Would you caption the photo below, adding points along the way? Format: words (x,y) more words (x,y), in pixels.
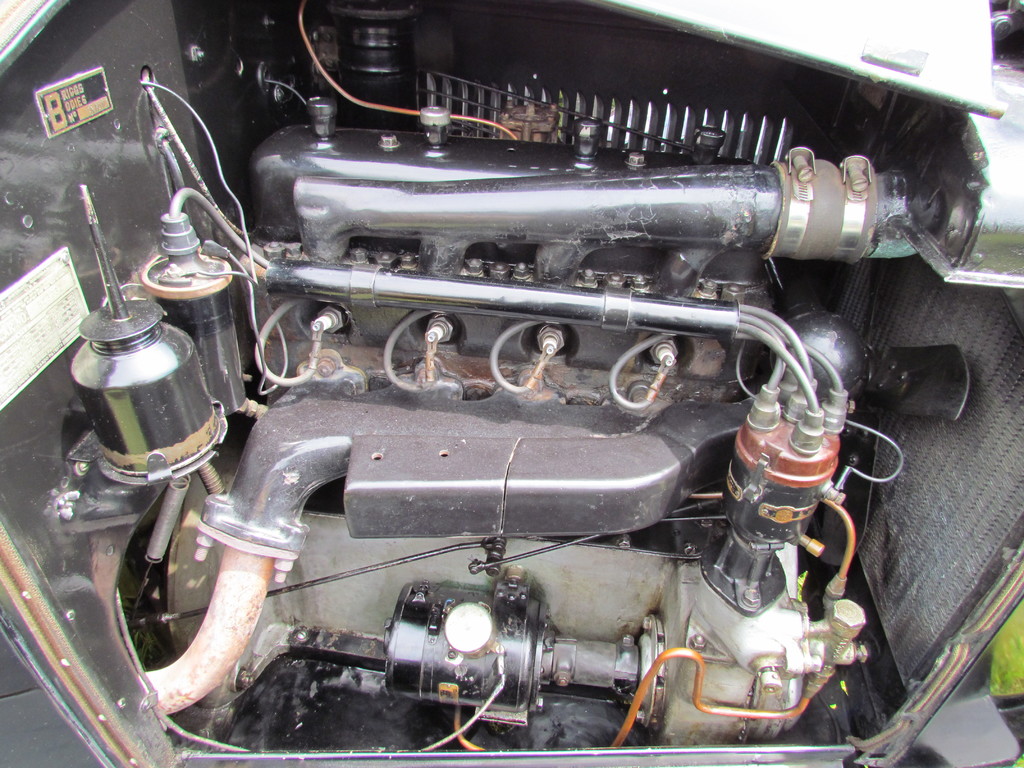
In this image we can see inside of a vehicle (473,253). There are pipes (312,203), wires (541,362), nuts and bolts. Also there is a plate (83,97) with something written. And there are few other items (736,471).
